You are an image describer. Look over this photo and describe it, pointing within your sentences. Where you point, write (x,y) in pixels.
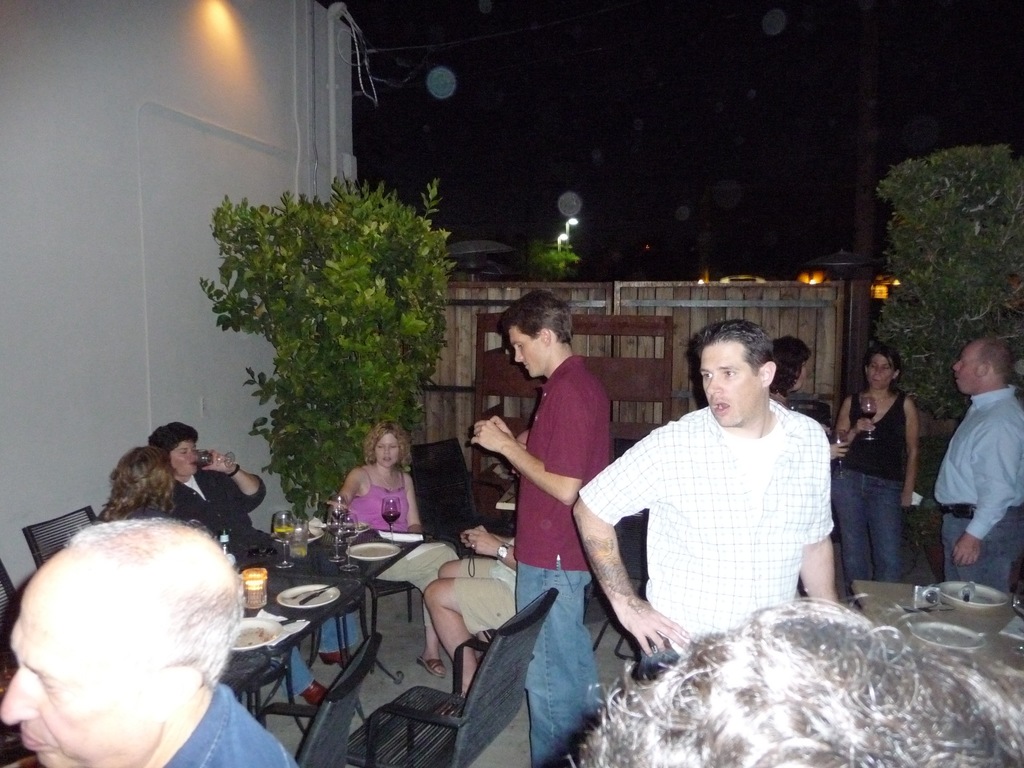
The picture is taken outside of the house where number of people (514,570) are standing and sitting and on the right corner of the picture (824,521) there are three people (837,452) standing and behind them there is a tree (923,259) and a wooden wall (669,311) and at the left corner of the picture (205,492) there are three people (200,506) sitting on the chair (439,468) one person (205,507) is wearing a black shirt (224,498) is drinking, in front of them there is a table (331,553) where glasses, plates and spoons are present, in the middle of a picture where one person (541,533) is standing and wearing a maroon t-shirt (556,430) and blue jeans (552,648) and behind them there are trees (340,213) and a big wall (223,148).
